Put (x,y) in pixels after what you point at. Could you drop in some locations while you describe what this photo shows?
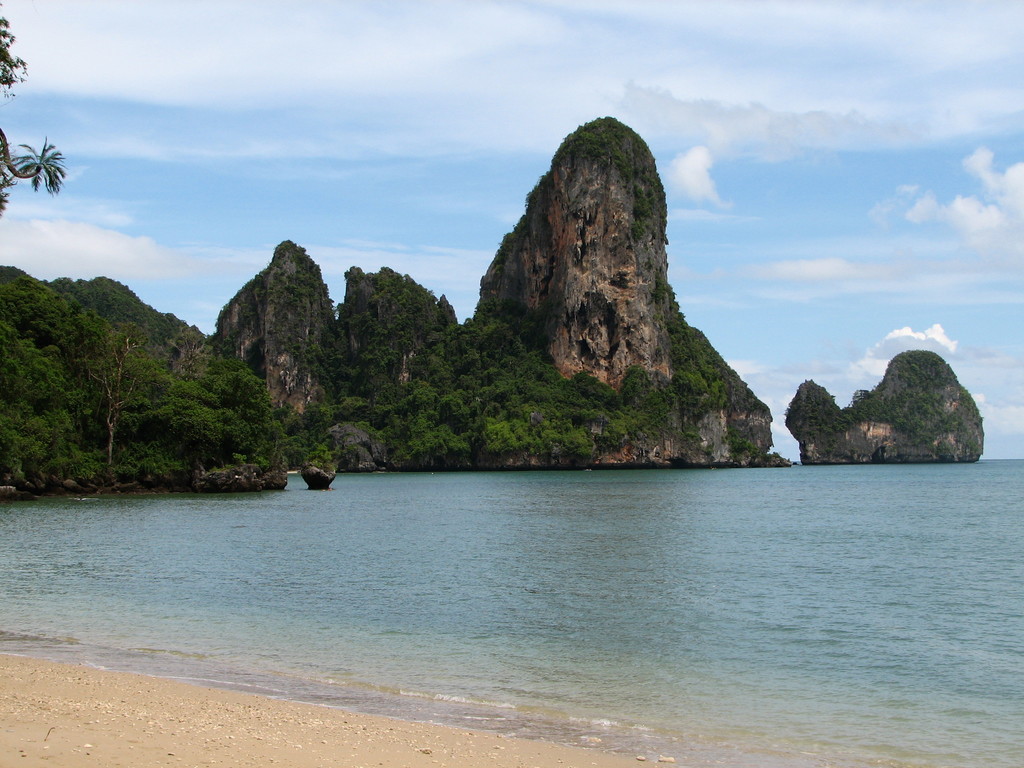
In this image in front (766,537) there is water (594,562). In the background (324,409) there are trees (523,350), rocks (950,398) and sky (701,107).
